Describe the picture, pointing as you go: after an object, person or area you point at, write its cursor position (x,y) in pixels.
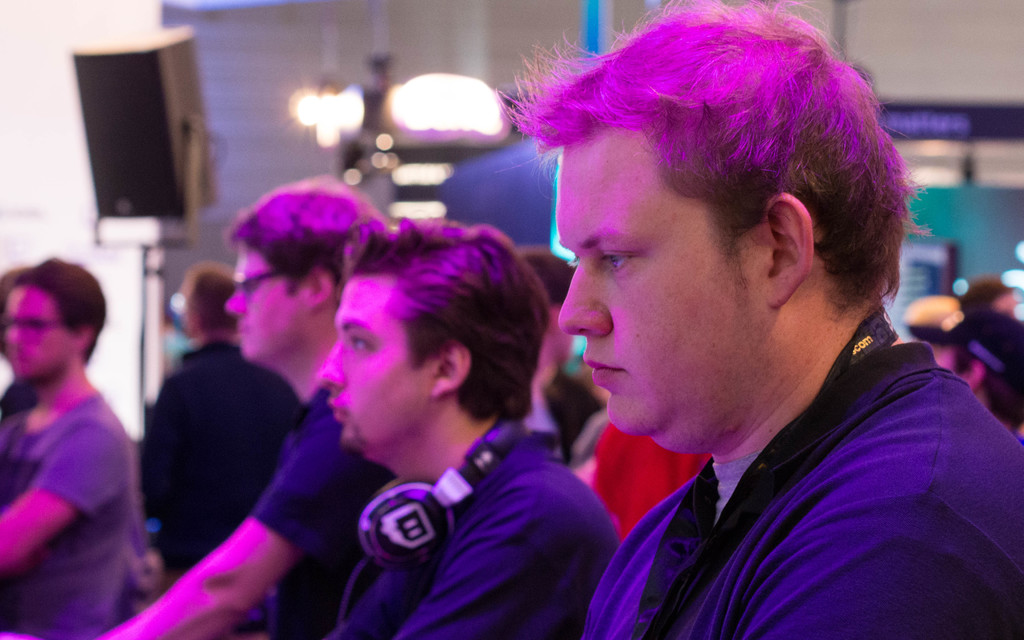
In this image we can see people (288,416). In the background of the image (125,69) there is a speaker (194,108). There is wall (922,34).
